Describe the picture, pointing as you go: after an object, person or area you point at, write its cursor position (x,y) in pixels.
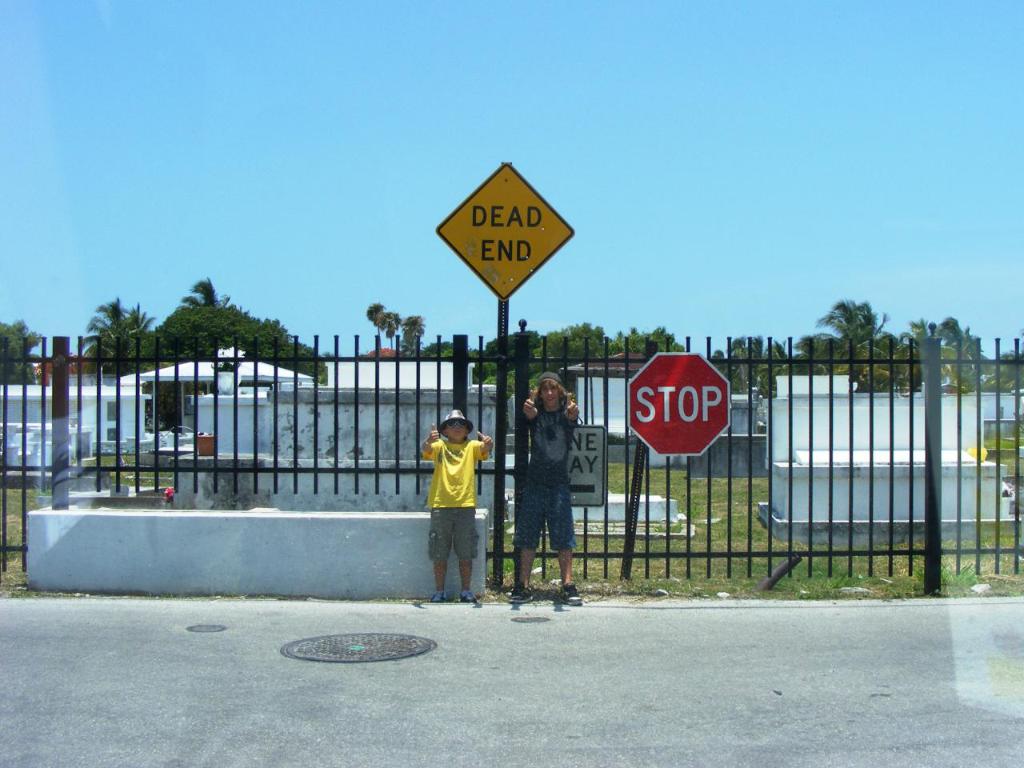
In this image we can see there are two persons (541,482) standing near the wall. In the background (819,480) it looks like a graveyard (758,391). And there are sign boards (670,365) attached to the fence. We can see the trees (254,331), grass (697,542) and the sky (785,177).
